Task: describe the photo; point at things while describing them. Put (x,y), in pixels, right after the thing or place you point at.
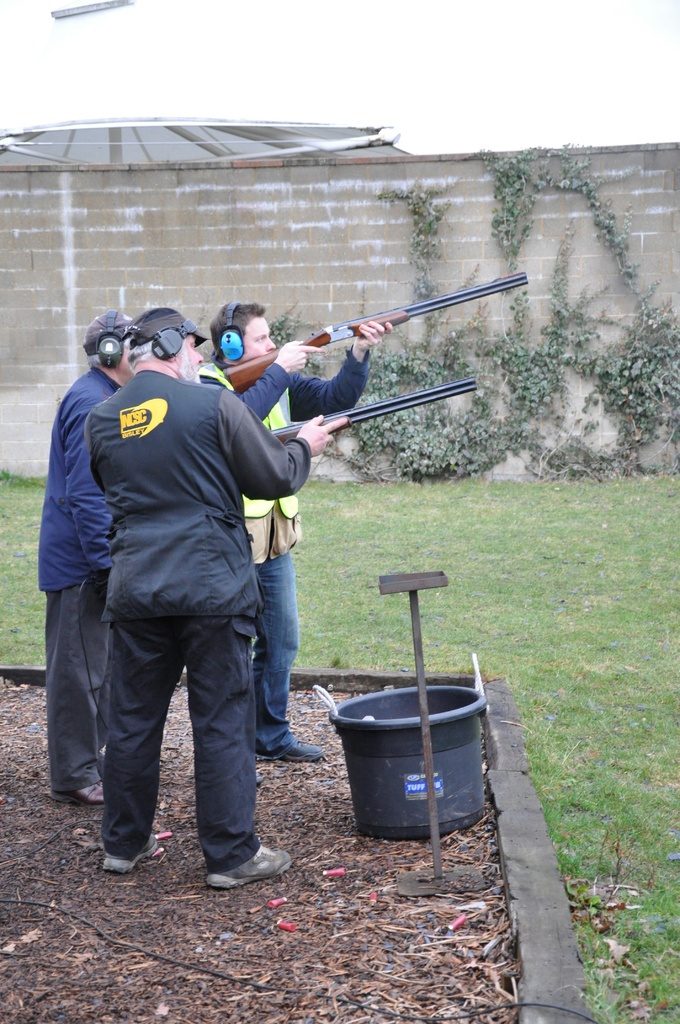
In this image we can see men (204,590) standing on the ground (182,778) and holding guns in their hands (371,329). In the background (294,281) we can see wall (213,229), creepers (554,334), ground (548,649) and a bin (398,771).
